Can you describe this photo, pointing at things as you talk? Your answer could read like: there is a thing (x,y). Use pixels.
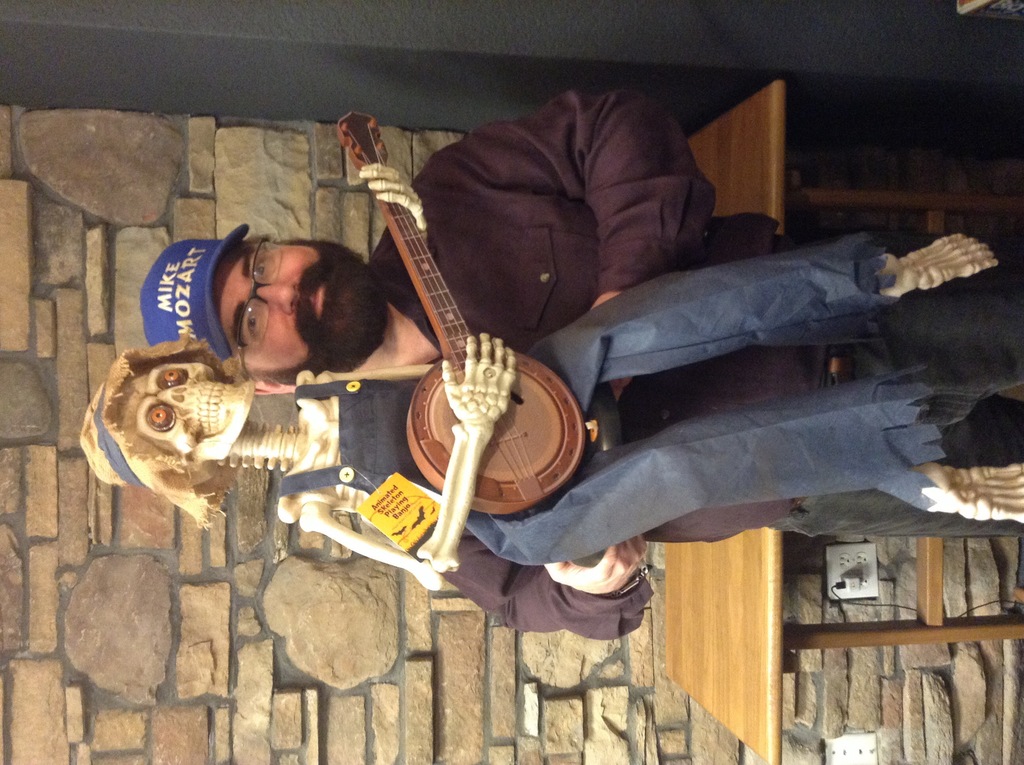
Here in this picture we can see a person (421,360) standing over a place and we can see he is wearing spectacles (259,291) and cap (201,276) and smiling and he is holding a skeleton (281,440), which is dressed up and we can see a banjo (511,418) in the skeletons hand (489,376) and behind him we can see a table (732,660) present.
